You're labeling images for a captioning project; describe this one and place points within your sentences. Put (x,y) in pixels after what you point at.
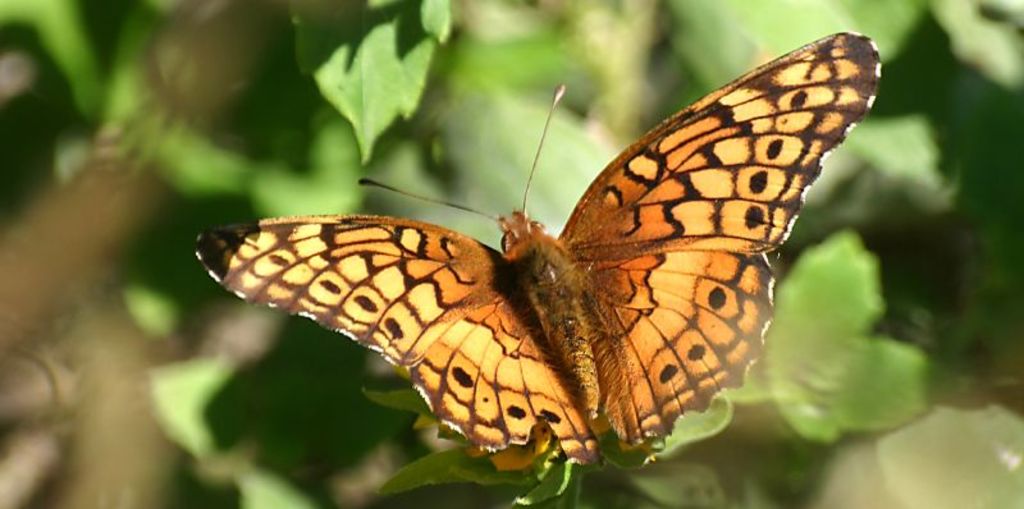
In this image I see a butterfly (592,340) which is of orange, brown and yellow in color and I see the green leaves (357,156) and it is blurred in the background (444,144).
